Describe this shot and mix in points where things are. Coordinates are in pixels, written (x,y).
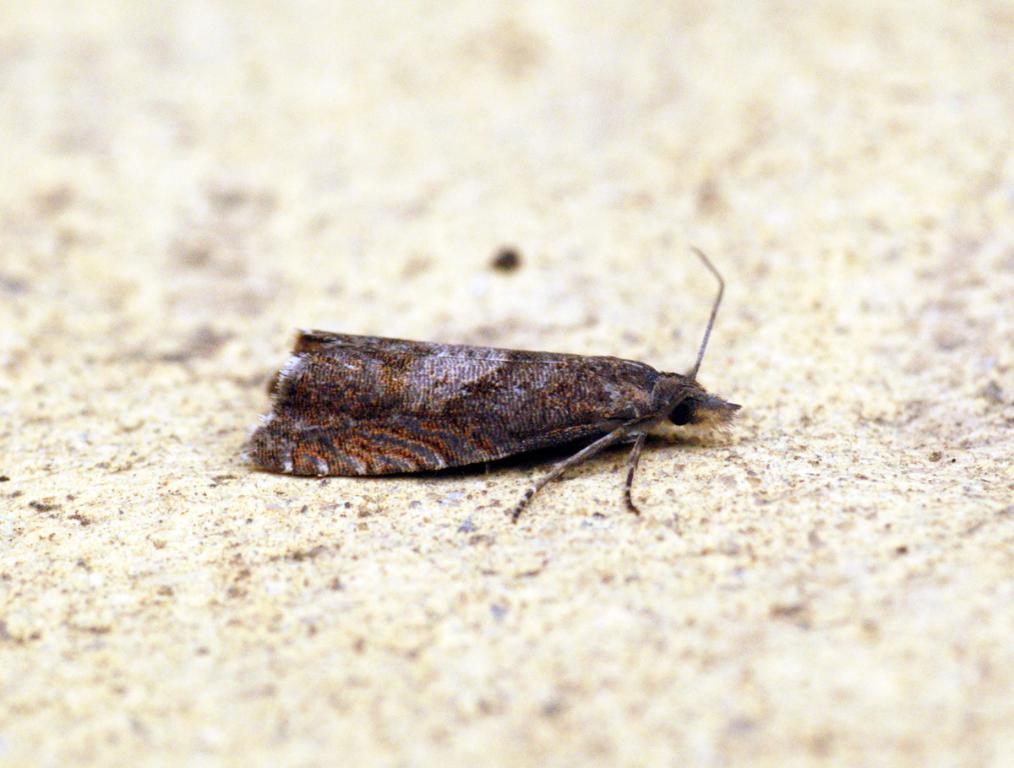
In this image I can see a insect (535,425) which is in black and brown color. The insect (583,402) is on the cream color surface (827,618).
